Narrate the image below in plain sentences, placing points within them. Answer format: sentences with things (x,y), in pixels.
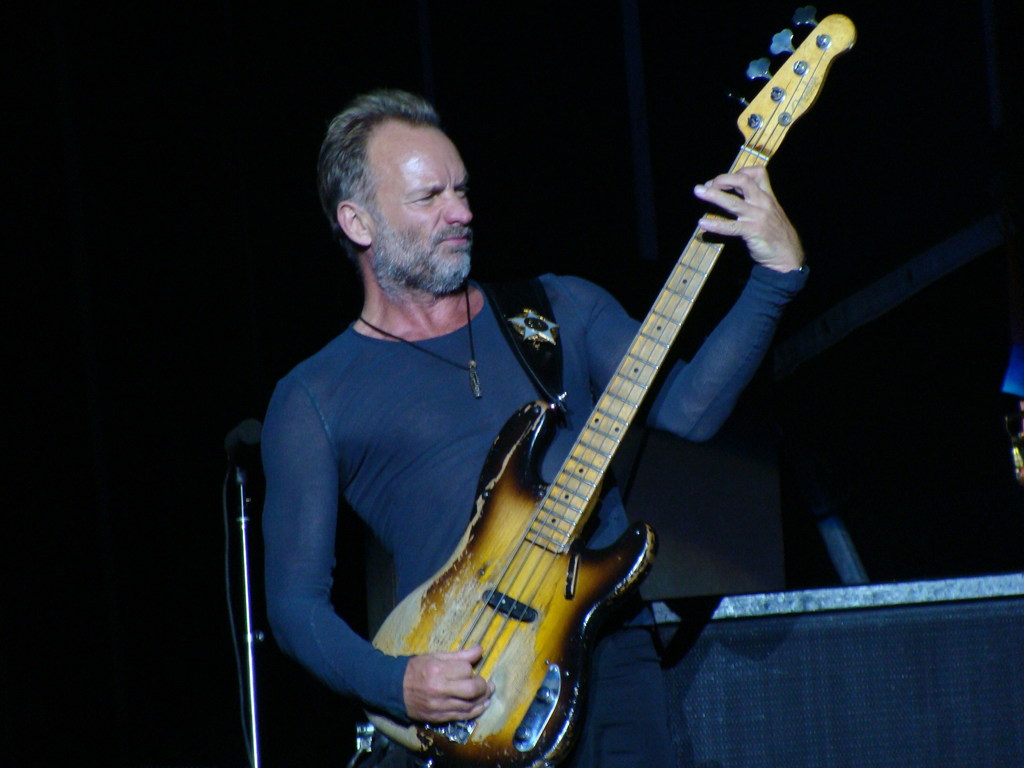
This man (607,708) is standing and playing a guitar (539,528).
